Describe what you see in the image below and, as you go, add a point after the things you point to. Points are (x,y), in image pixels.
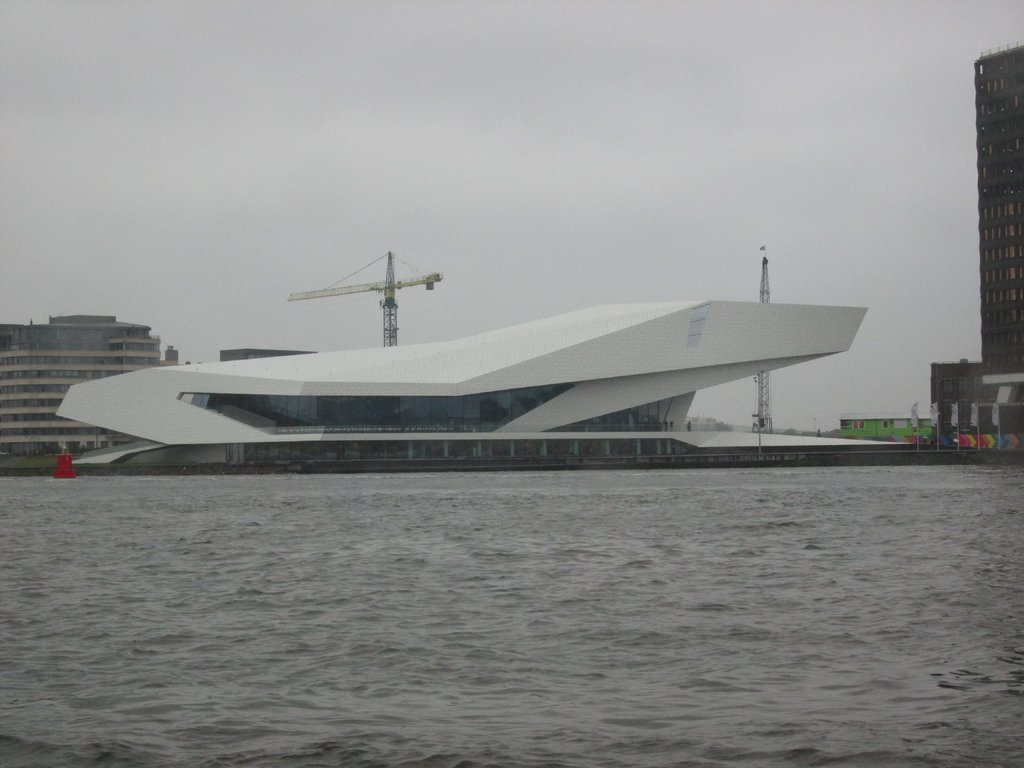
In this image we can see the buildings (958,376) and also cranes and flags (998,419). In the background (473,221) there is a cloudy sky (595,43) and at the bottom (342,679) we can see the water (567,596).
